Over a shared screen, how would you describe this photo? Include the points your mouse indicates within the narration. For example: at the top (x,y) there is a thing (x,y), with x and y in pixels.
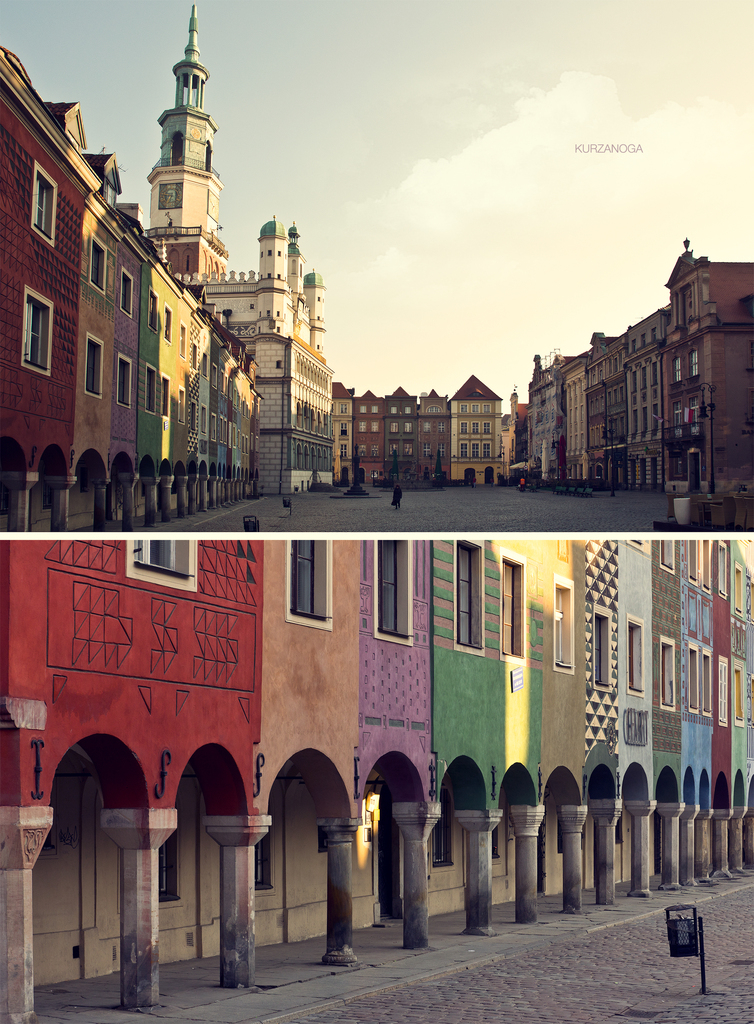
This is a collage image. We can see some buildings (594,459) and the ground (573,515) with some objects (564,464). We can also see the sky (408,250) and a person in the first part of the image.
